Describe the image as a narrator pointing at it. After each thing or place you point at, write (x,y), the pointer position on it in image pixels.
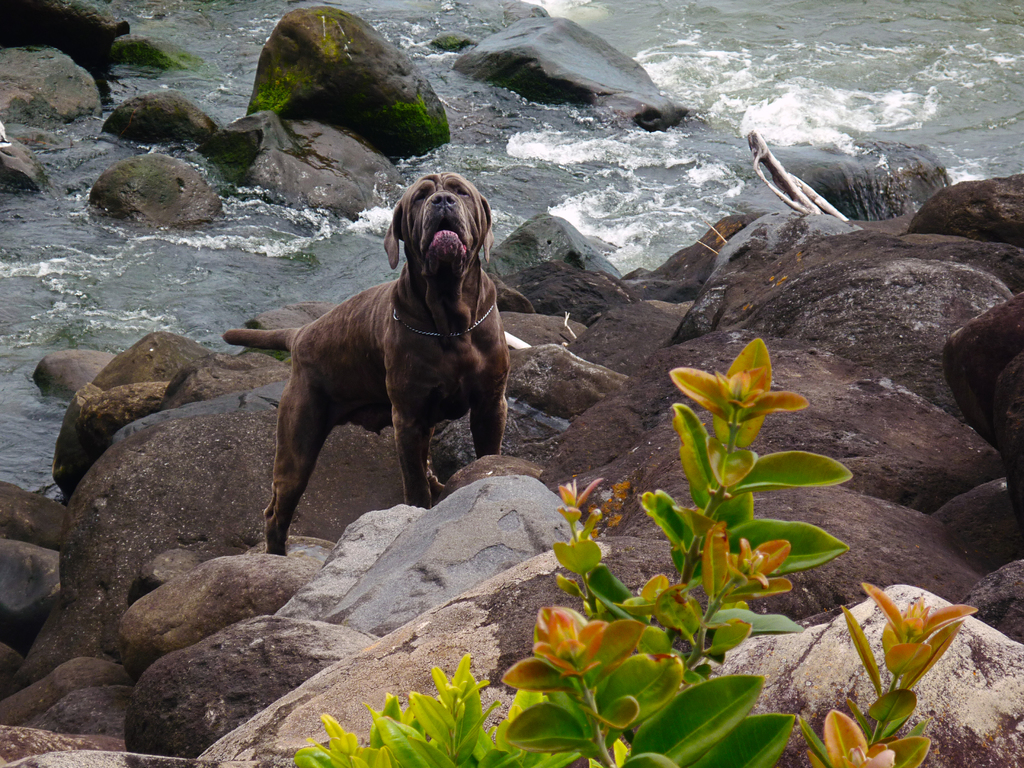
This image consists of a dog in brown color. At the bottom (519,591), there are rocks (678,501) along with a plant (656,746). In the background (979,122), we can see the water (502,113) flowing.
